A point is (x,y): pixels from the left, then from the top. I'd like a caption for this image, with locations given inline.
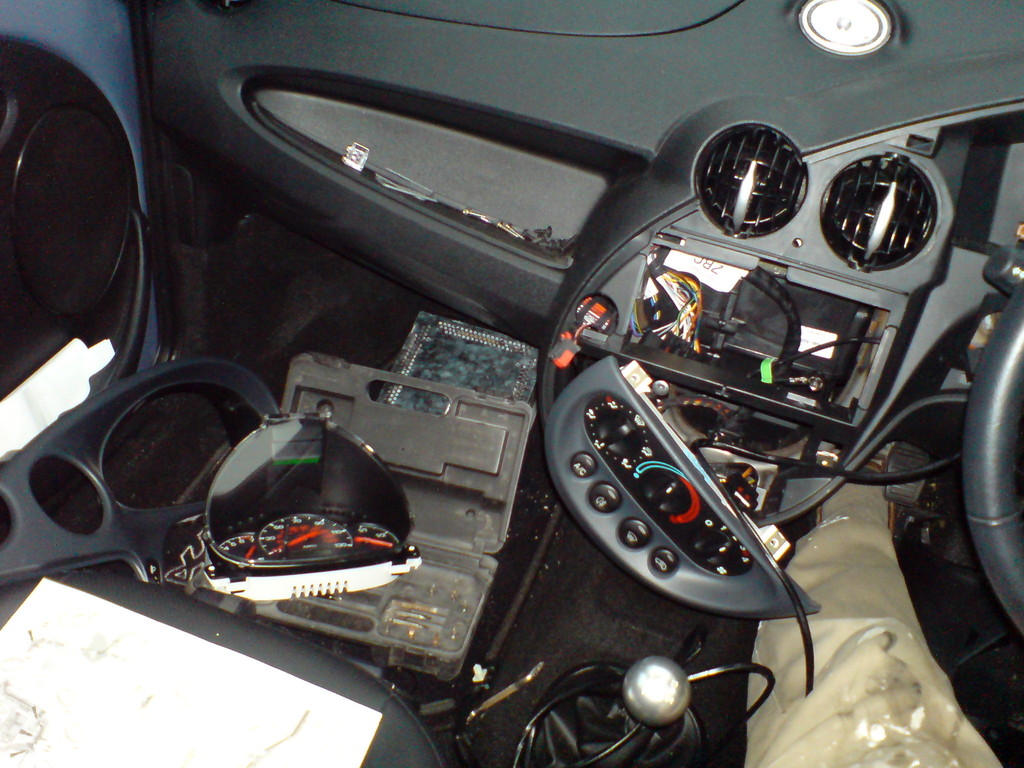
In this image it looks like inside of the car (572,501). And there are some parts (690,433) of a car (232,562). And there are wires (790,300) and box (421,433). And there is a paper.
